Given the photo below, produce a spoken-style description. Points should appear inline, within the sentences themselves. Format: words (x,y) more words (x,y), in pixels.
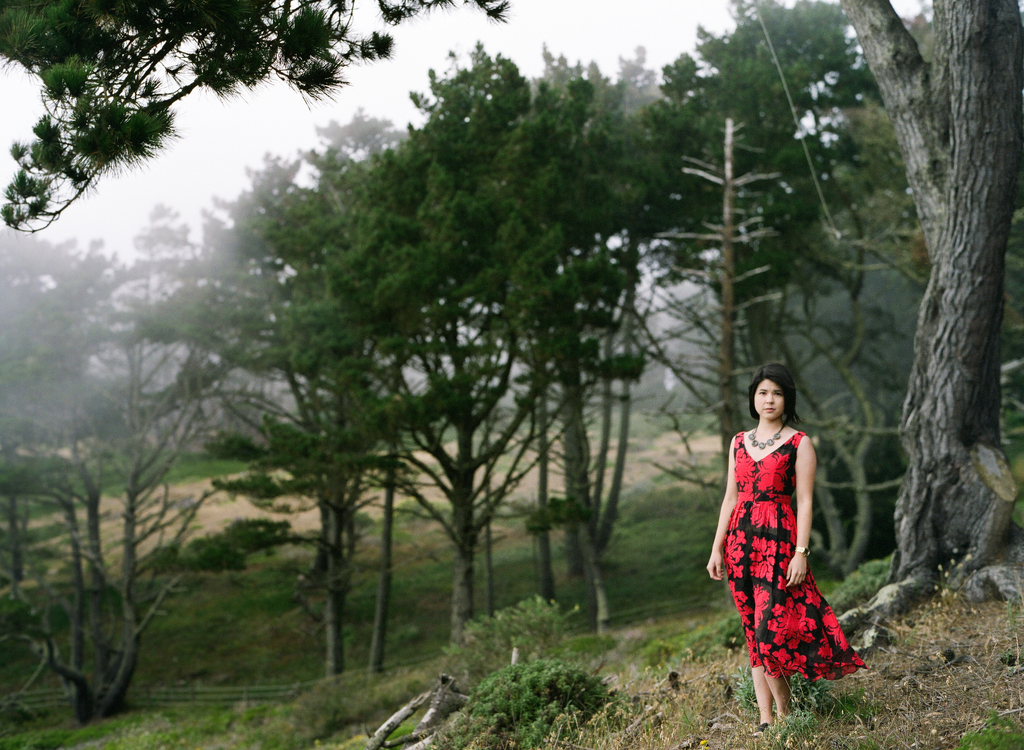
On the right side of this image (761,532) there is a woman (783,619) wearing a red color dress (755,528), standing on the ground (743,705) and giving pose for the picture. At the bottom (547,720) there are many plants (542,695) and sticks (431,709) on the ground (613,708). In the background (288,294) there are many trees (574,215). At the top of the image (568,30) I can see the sky (594,14).
